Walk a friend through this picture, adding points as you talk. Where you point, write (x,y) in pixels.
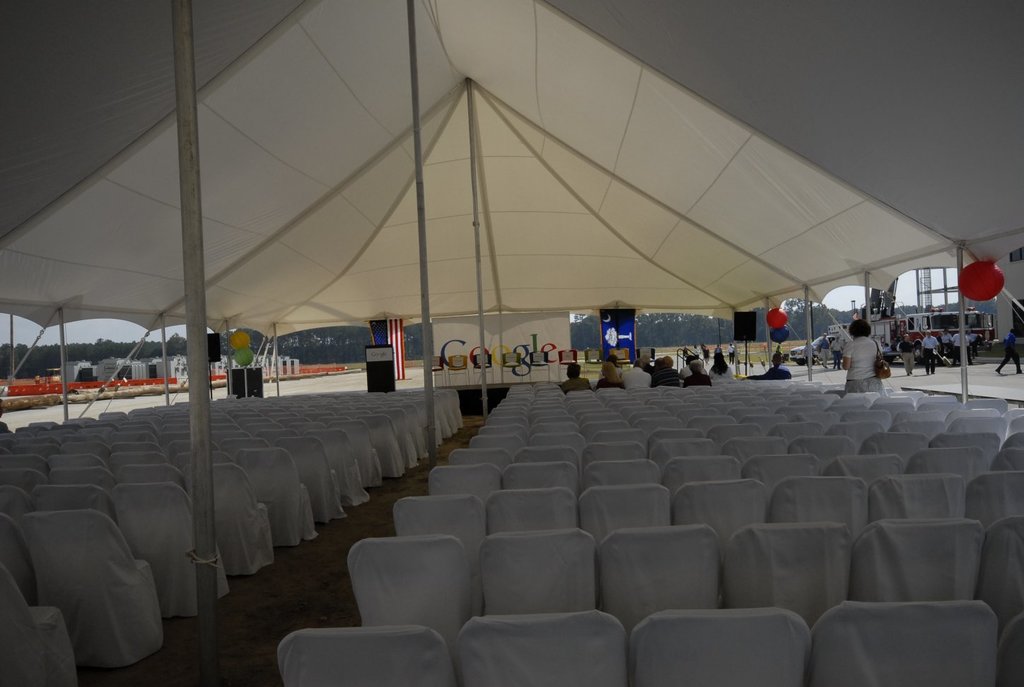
In this image we can see some chairs (411,540) under the tent (962,345) and there are few people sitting on chairs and we can see the stage (473,406) with a podium (374,372) and a banner (437,336) with some text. There are some speakers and we can see few people (948,352) on the right side of the image (865,328) and there are some vehicles (951,314). We can see some buildings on the left side of the image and there are some trees (53,350) in the background (269,342).
